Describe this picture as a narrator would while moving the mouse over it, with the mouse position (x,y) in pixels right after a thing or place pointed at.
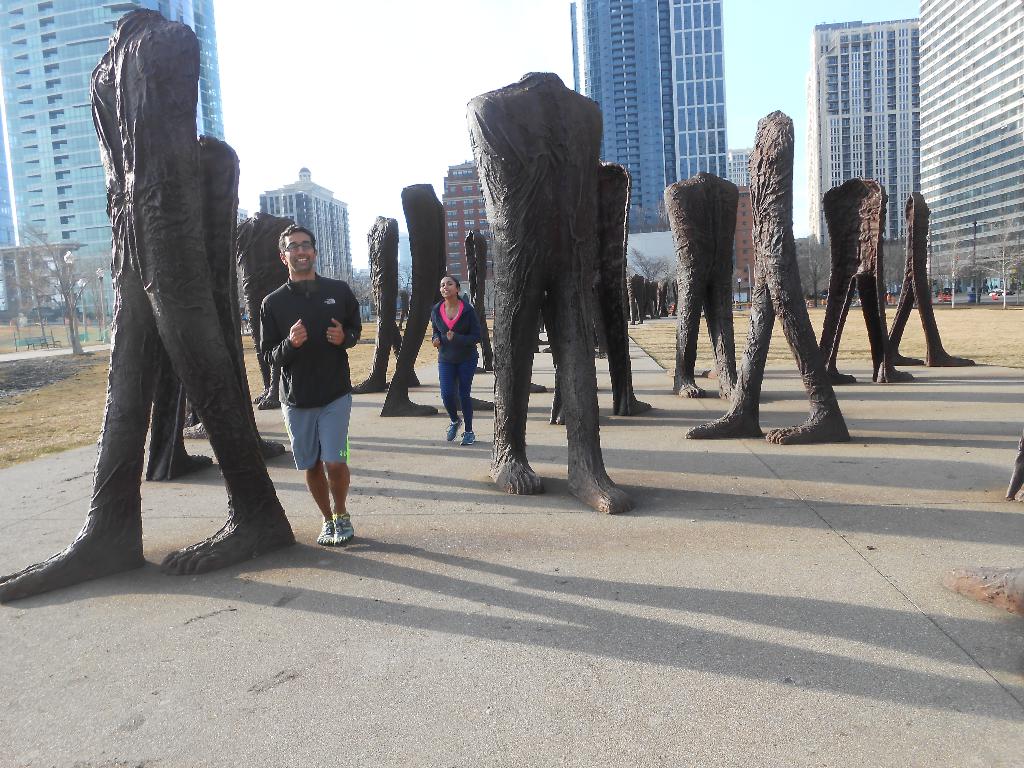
In this image I can see there are so many sculptures (559,396) and people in the middle (577,392), at the back (955,232) there are so many buildings (955,232) and trees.
